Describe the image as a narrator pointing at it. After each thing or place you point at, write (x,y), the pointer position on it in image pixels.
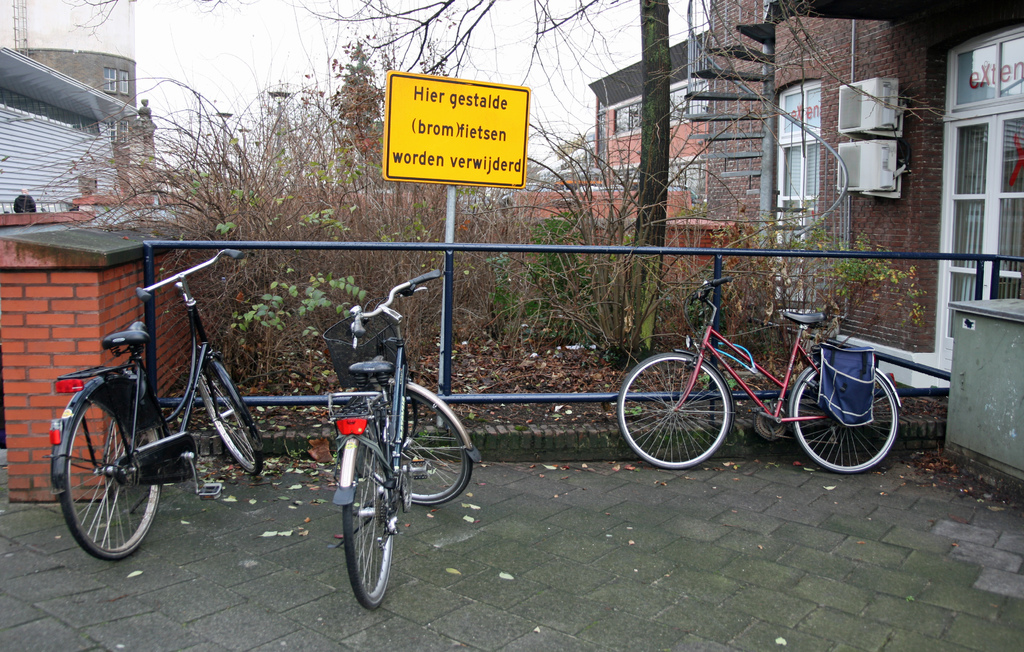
In this image few bicycles (359,449) are on the floor (715,528). There is a fence (627,252). Behind there are plants (192,265) on the land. Behind the fence (644,251) there is a board (456,155) attached to the pole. Right side there is a tree trunk (640,169). Background (1009,184) there are buildings (17,110). Top of the image (559,76) there is sky (547,47).
